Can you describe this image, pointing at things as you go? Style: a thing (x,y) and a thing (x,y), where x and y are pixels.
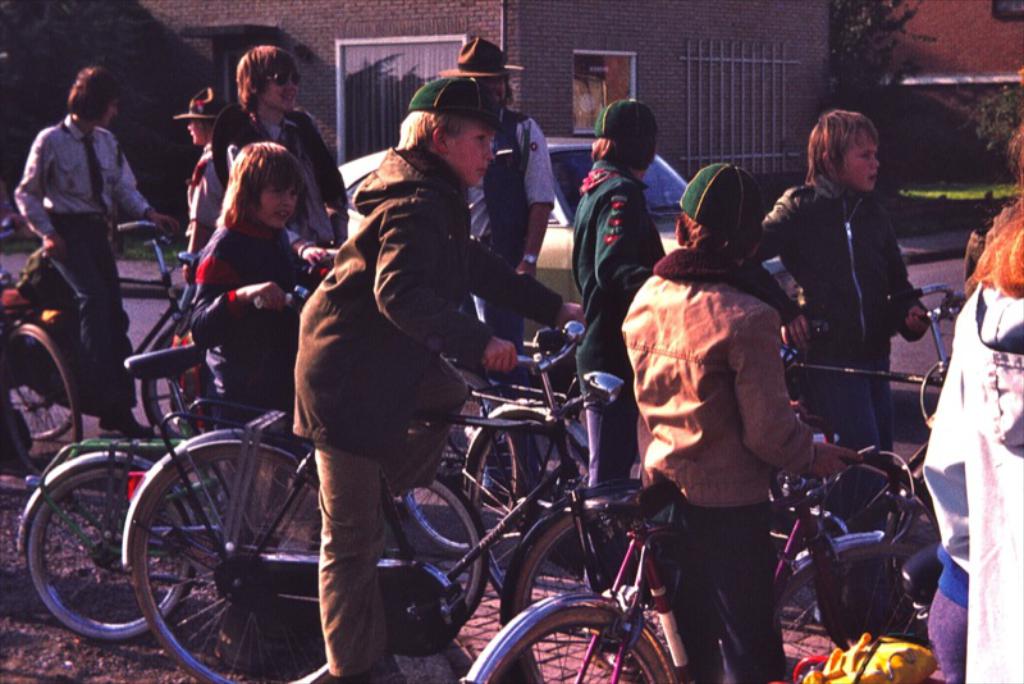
This is outside a road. There are kids (113,250) holding bicycle (182,448). Some of them are wearing green cap (727,196). All of them are wearing winter clothes (594,349). In the background (628,87) there is a building (620,24) and trees (862,63).
